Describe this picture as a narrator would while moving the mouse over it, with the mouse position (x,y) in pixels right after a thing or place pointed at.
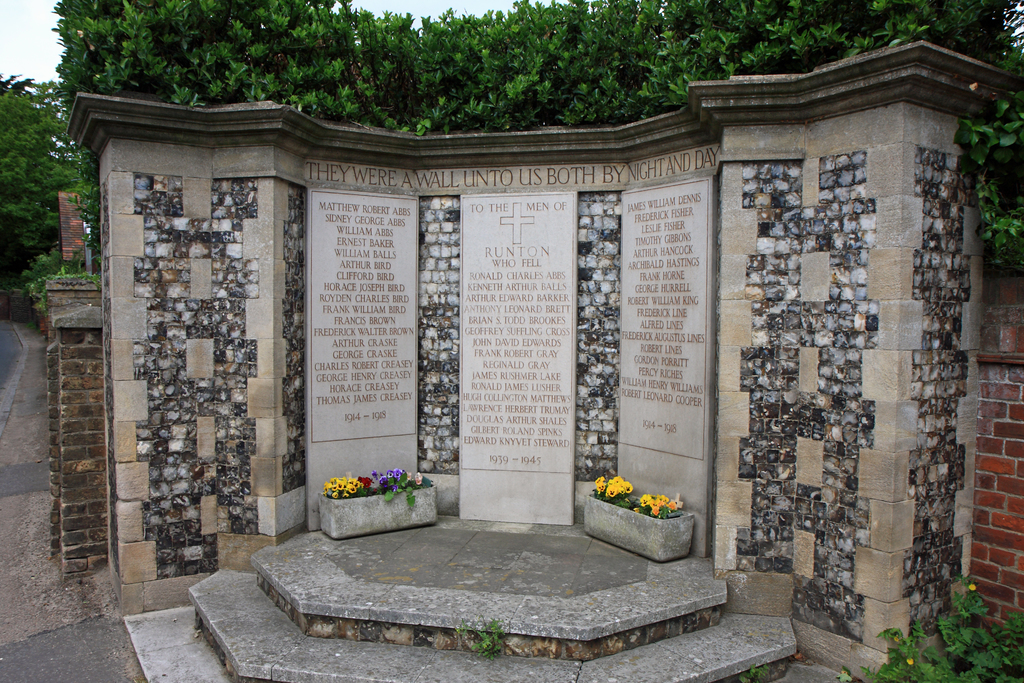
In this image we can see the stone wall (164,386) on which we can see memorial stones (333,287), we can see flower pots (371,495), plants (371,495), brick wall (1015,399), trees (351,22) and the sky (61,54) in the background (45,96).
